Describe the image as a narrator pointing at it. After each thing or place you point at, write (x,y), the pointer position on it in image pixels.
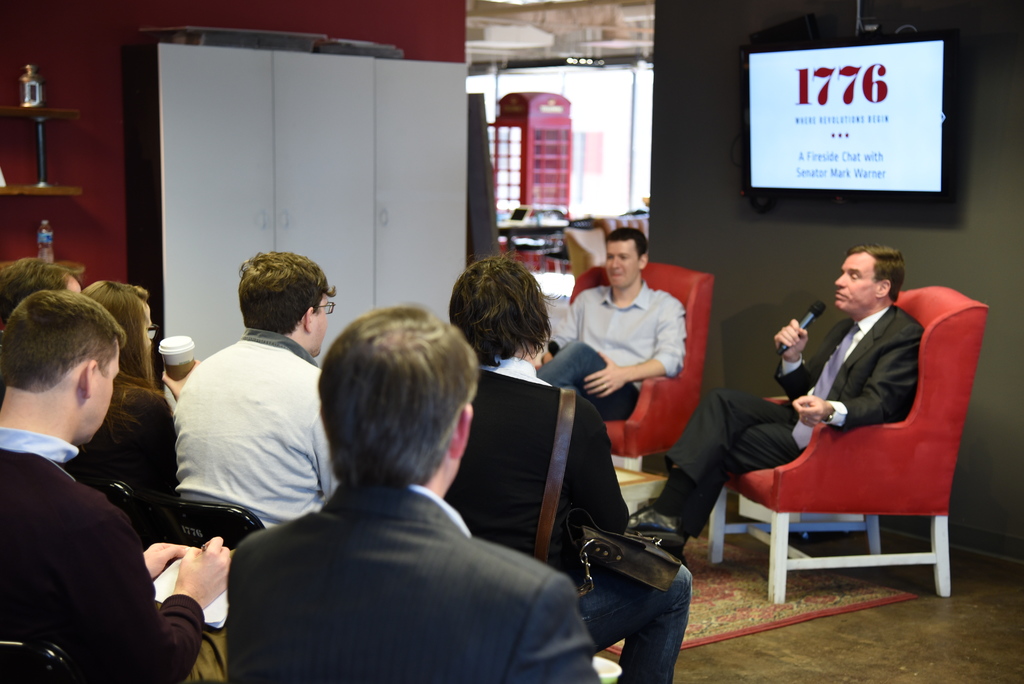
This picture describes about group of people (295,426) they are all seated on the chair (874,530), in the right side of the given image a man (861,337) is holding a microphone (819,304) in his hand (784,331), in the background (891,102) we can see a television (767,160) and a telephone booth (525,173).
